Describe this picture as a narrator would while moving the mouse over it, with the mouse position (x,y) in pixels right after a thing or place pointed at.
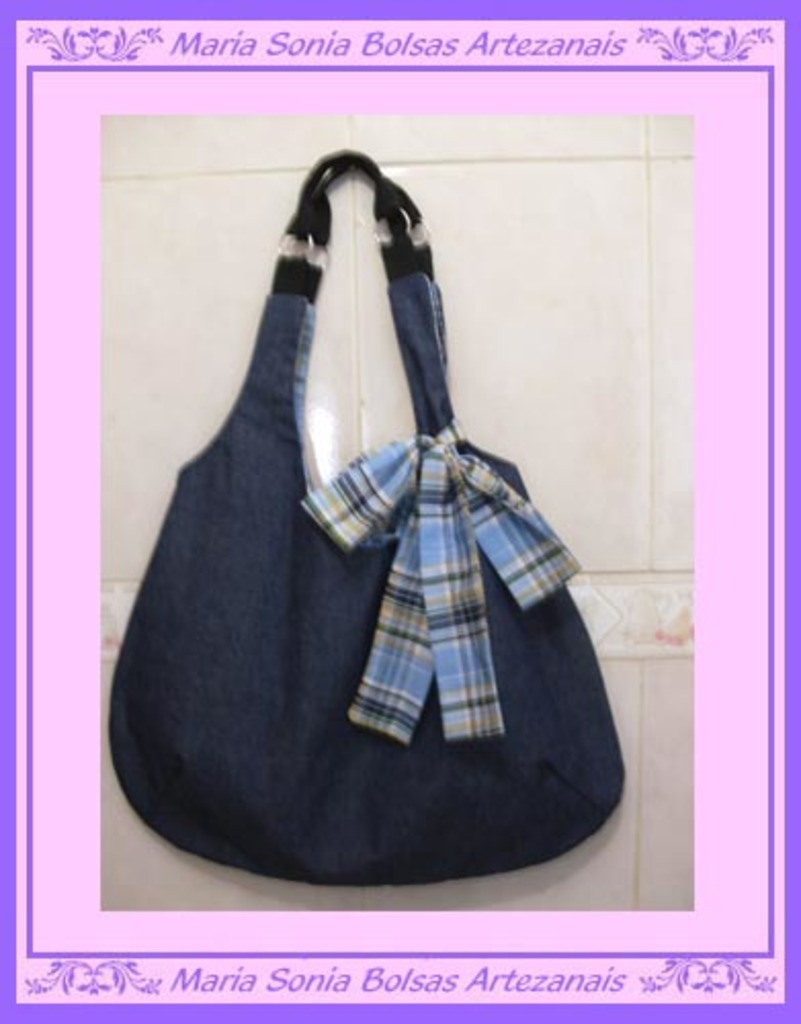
In the center (383,598) we can see one handbag (339,541).
